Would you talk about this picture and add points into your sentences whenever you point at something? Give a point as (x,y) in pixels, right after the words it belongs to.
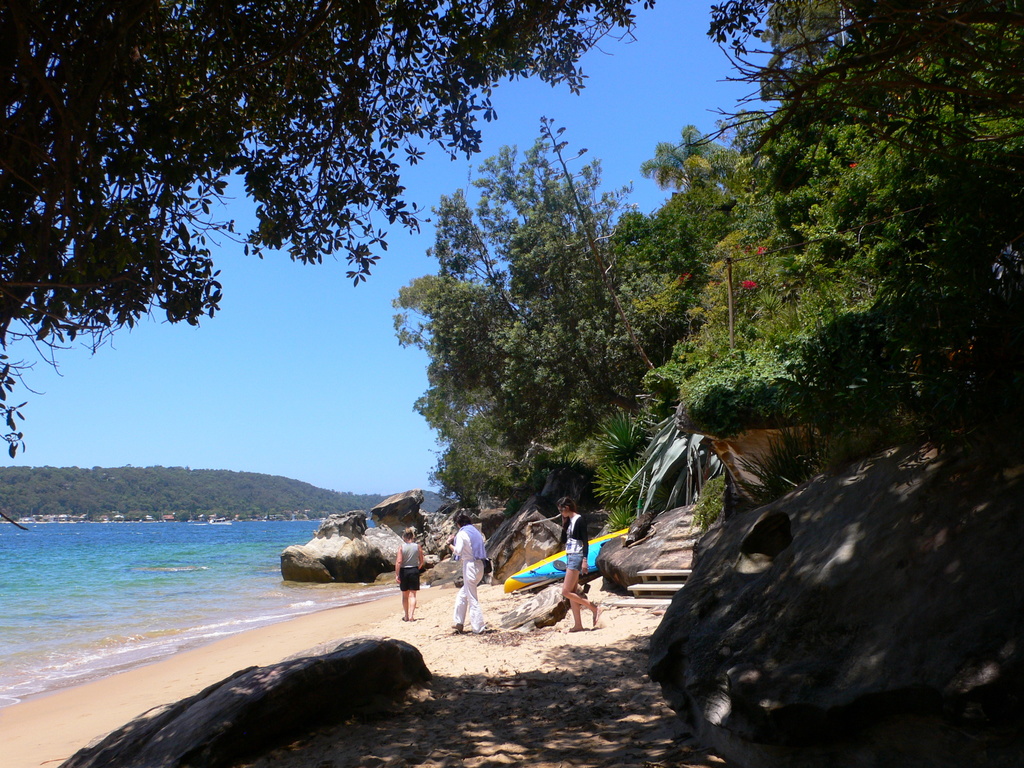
In this picture there is a man (466,562) who is wearing white dress (464,602). Beside him there is a woman (580,586) who is wearing black jacket (584,520), t-shirt (575,543), short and slipper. She is standing near to the stairs (637,595). In front of the man (476,532) there is another woman (400,584) who is walking on the beach (368,614). On the left (197,578) I can see the water (168,575). In the background (80,491) I can see the mountains (216,510). On the right (817,277) I can see many trees (712,198), plants (776,239) & grass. At the top (678,66) I can see the sky (680,58).
